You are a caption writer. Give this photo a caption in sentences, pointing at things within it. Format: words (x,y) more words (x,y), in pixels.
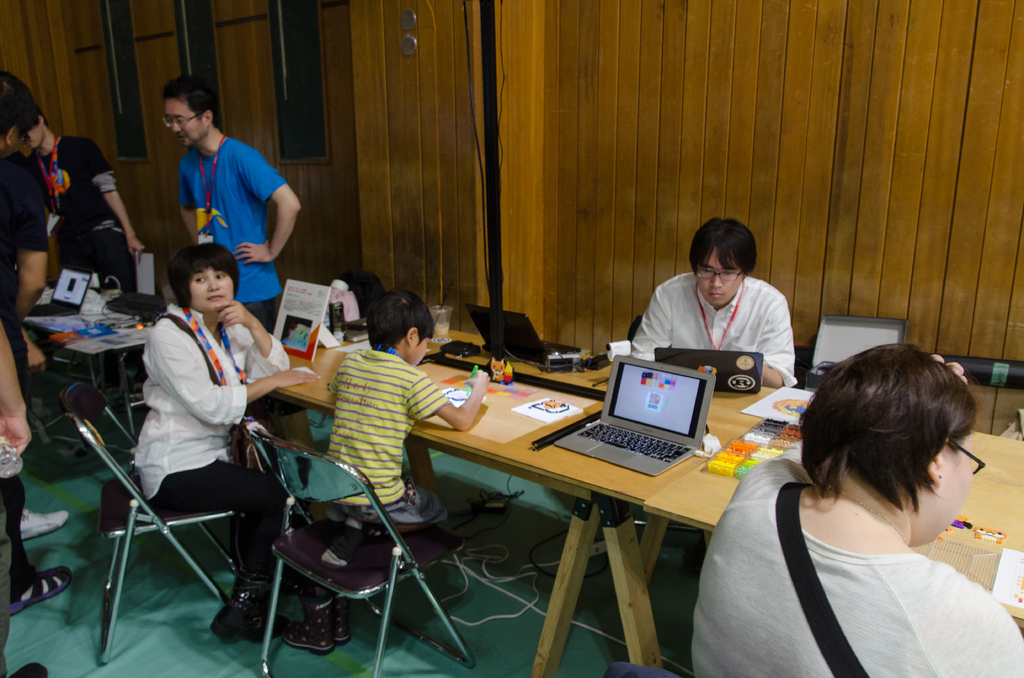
In this Image I see number of people (242,574) in which most of them are sitting and rest of them are standing. I can also see there are tables (623,549) in front and there are laptops (744,374), papers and other things (709,453). In the background (1002,23) I see the wall (1002,23).
